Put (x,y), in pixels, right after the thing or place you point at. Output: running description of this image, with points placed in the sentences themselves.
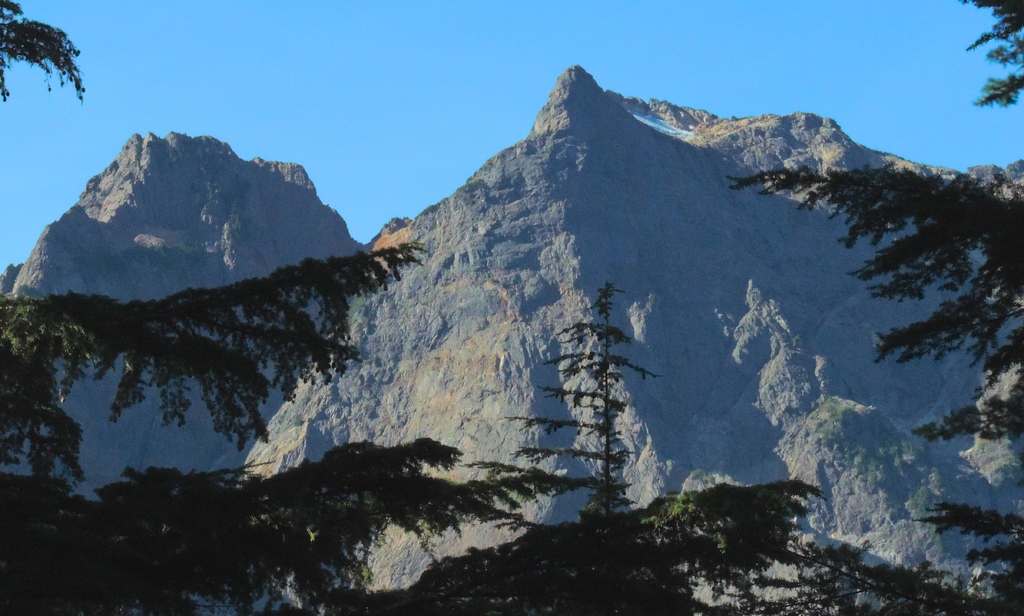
There are two big mountains (484,247). In Front of the mountains (482,299) there are some trees (302,320). There is a sky (309,96) behind the mountains (609,166).
